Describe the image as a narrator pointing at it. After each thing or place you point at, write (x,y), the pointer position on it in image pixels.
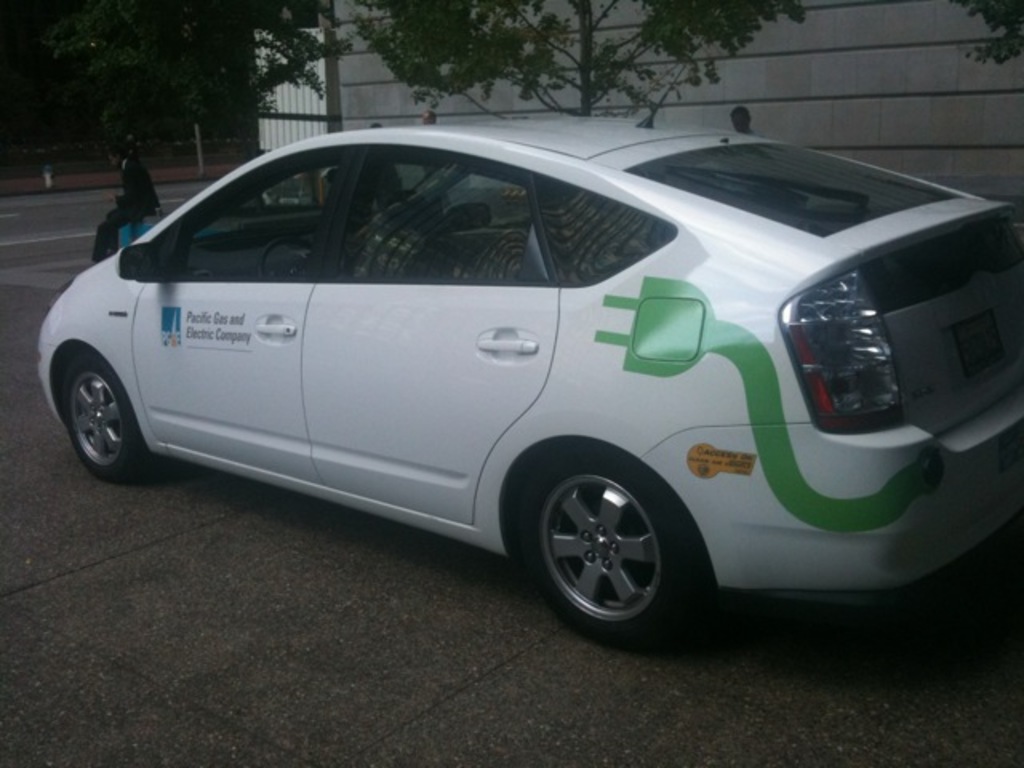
In this picture we can see a car (383,416), people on the road (58,440) and in the background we can see a building (985,112), trees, metal pole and some objects (267,147).
